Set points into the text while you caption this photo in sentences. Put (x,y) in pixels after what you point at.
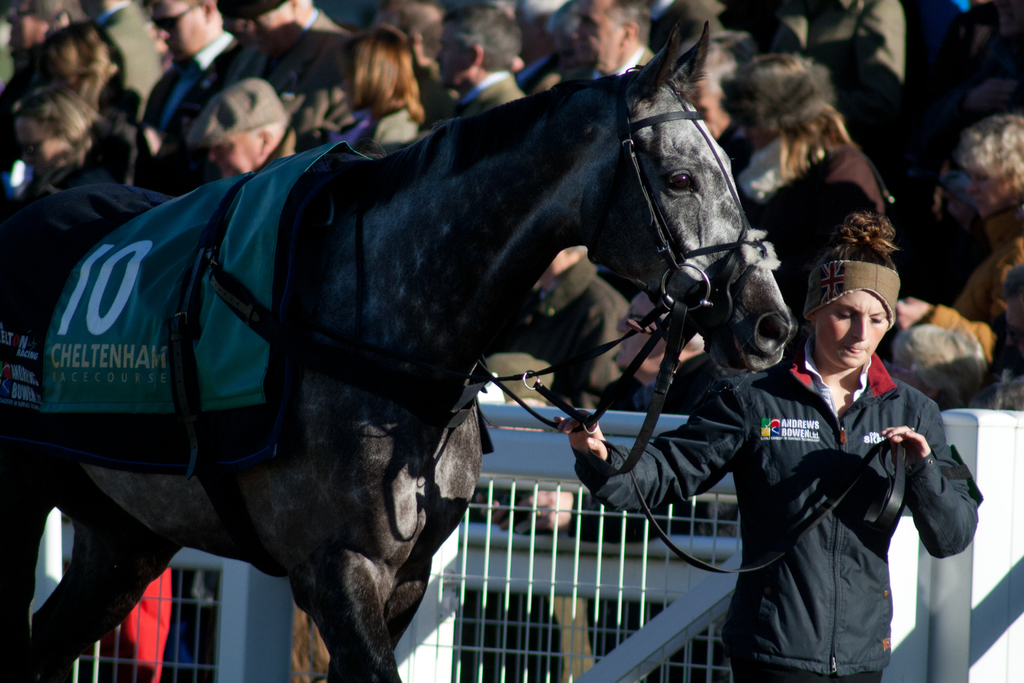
This is the picture taken from the ground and there is a group of people (248,95) stand near to the fence (540,474) and there is a horse (329,252) visible and there is a woman (666,462) holding a horse (373,387) and wearing a black color jacket (775,495).
